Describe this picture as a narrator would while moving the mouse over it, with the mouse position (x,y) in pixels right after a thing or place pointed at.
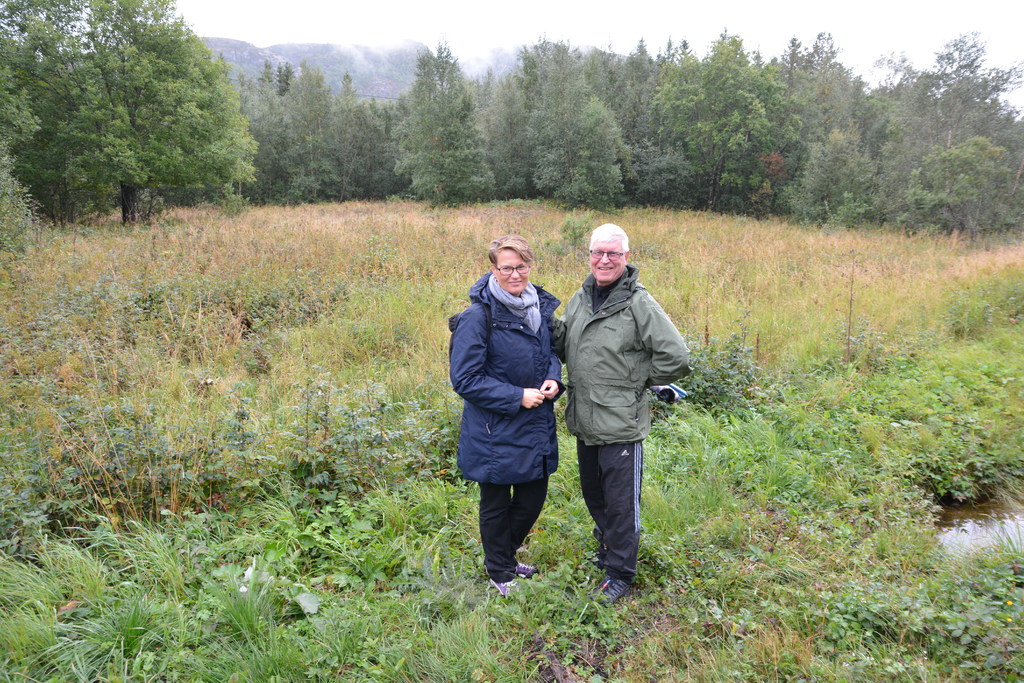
In the image there is an old woman (515,328) and man (608,438) in jacket (503,312) standing on grass land (549,212) and plants (362,262) with trees (202,138) in the background (484,138) and above its sky (443,29).
